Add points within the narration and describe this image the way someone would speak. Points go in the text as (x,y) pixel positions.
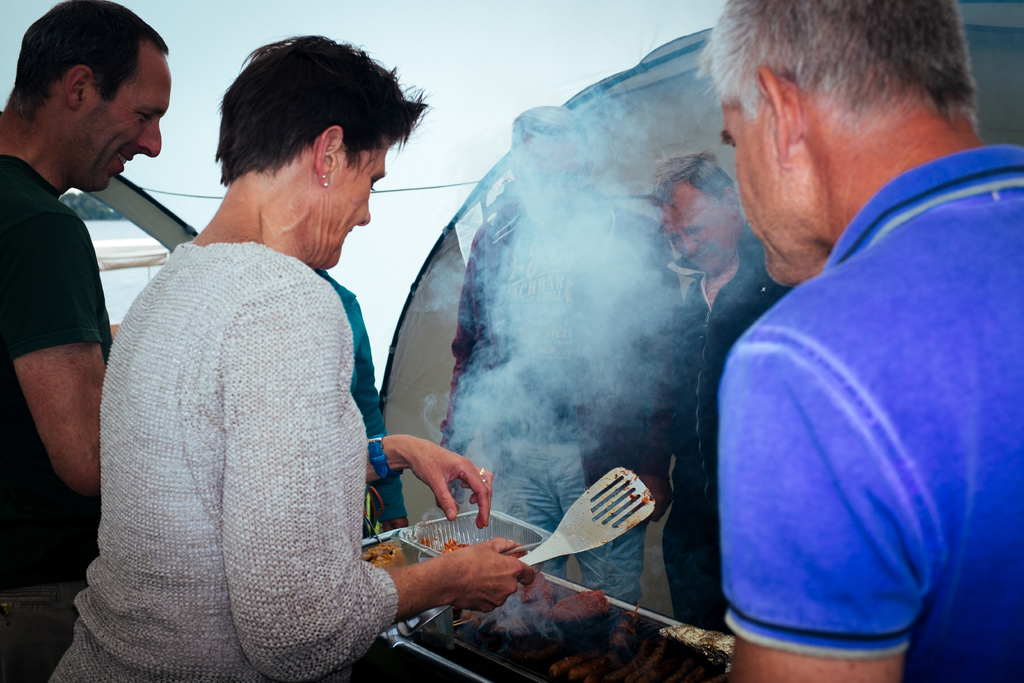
In the foreground of this image (630,589), there are people (583,252) under the tent (616,16) where we can see smoke (535,331) and a woman (260,390) cooking food (554,647) on the grill stove (525,656) holding spatula (541,546). In the background (95,205), there is water (94,221) and trees (83,208).
